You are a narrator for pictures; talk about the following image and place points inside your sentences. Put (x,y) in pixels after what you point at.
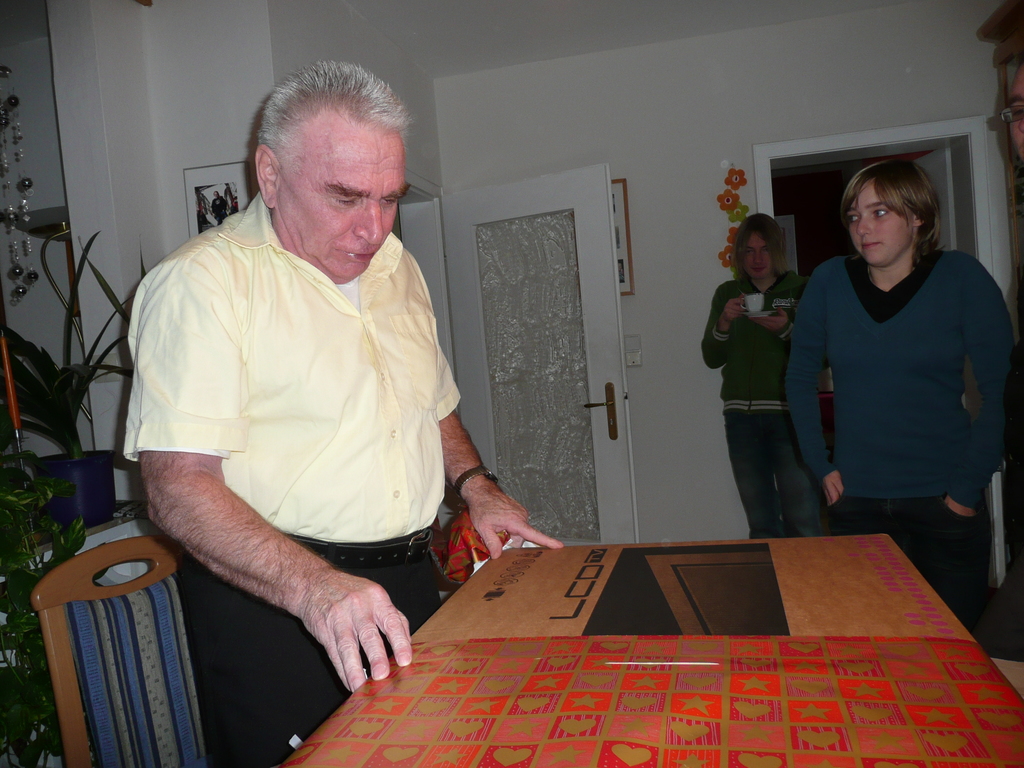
On the background (194,134) we can see frames (616,188) over a wall (677,146). These are doors (604,320). We can see persons (929,388) standing near to the table (592,552) here. This a chair (110,671). This is a houseplant (27,638). We can see one woman (769,357) holding a cup (756,302) with saucer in her hand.
